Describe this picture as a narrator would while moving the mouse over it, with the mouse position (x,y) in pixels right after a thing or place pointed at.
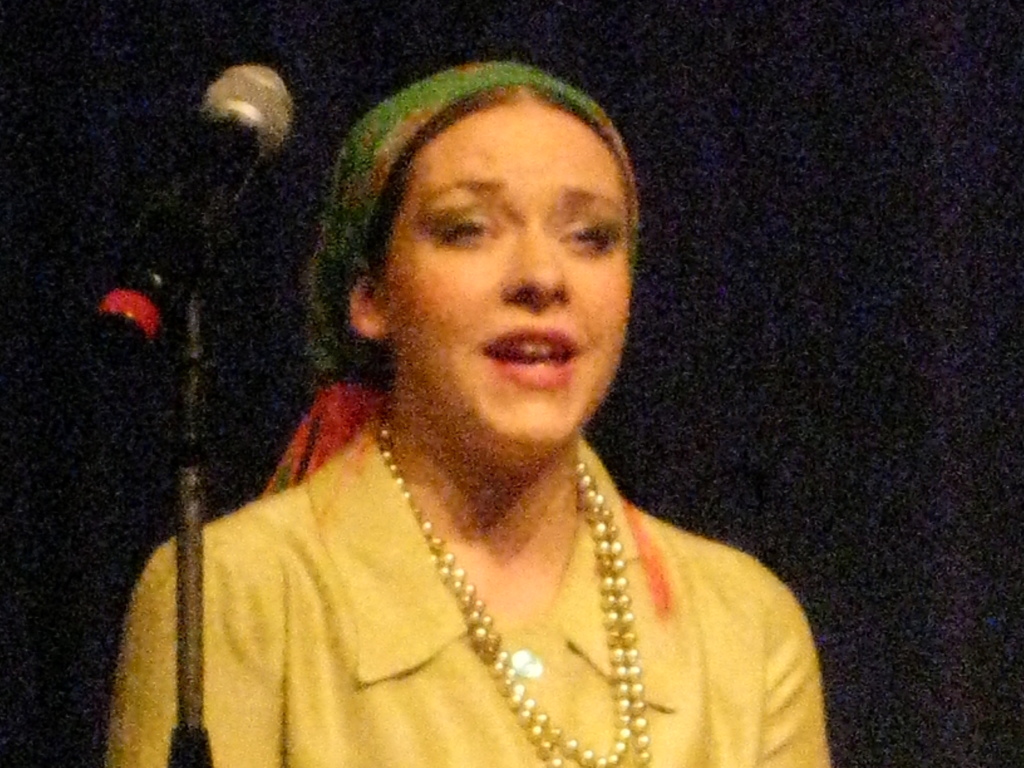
In this image I can see a person (487,590). On the left side (189,561) I can see a mike (219,178). I can also see the background (64,260), is black in color.
